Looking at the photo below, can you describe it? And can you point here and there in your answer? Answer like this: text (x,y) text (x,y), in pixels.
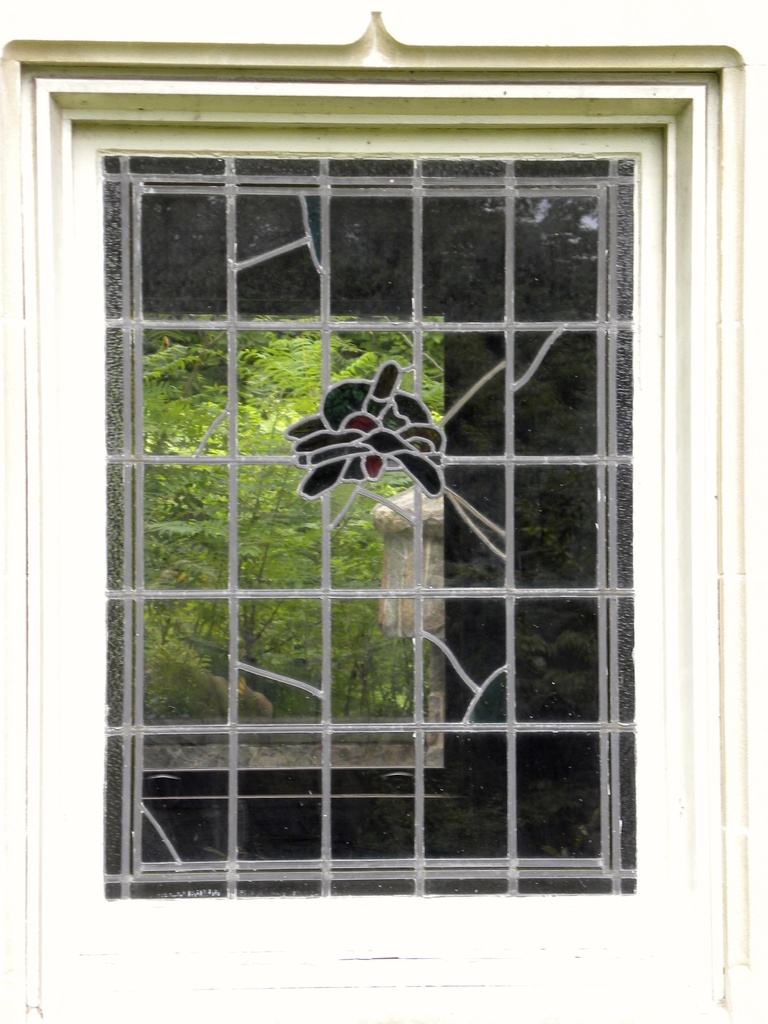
In this picture we can see a window (667,649) and from window (191,190) we can see trees (288,610).
